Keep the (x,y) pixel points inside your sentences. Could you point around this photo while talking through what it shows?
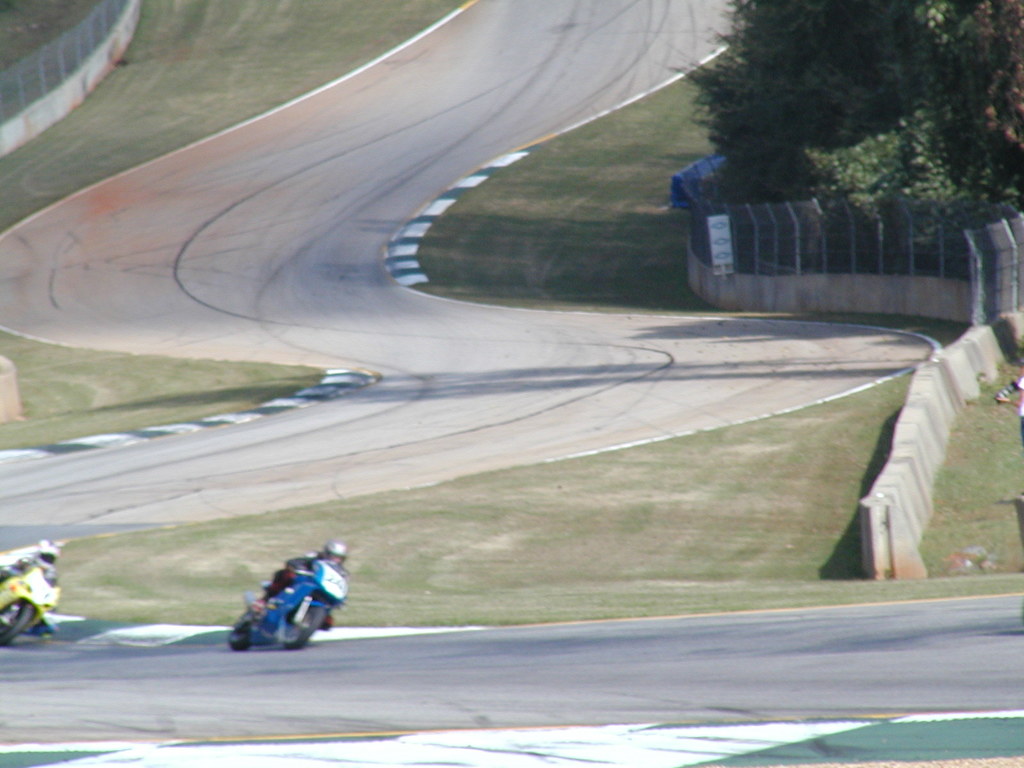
In this image I see 2 bikes (328,590) which are of yellow and blue in color and I see persons (300,563) on it and I see the road (430,463) and I can also see the grass (550,234). In the background (717,203) I see the fencing (961,294) and the trees (827,142).
